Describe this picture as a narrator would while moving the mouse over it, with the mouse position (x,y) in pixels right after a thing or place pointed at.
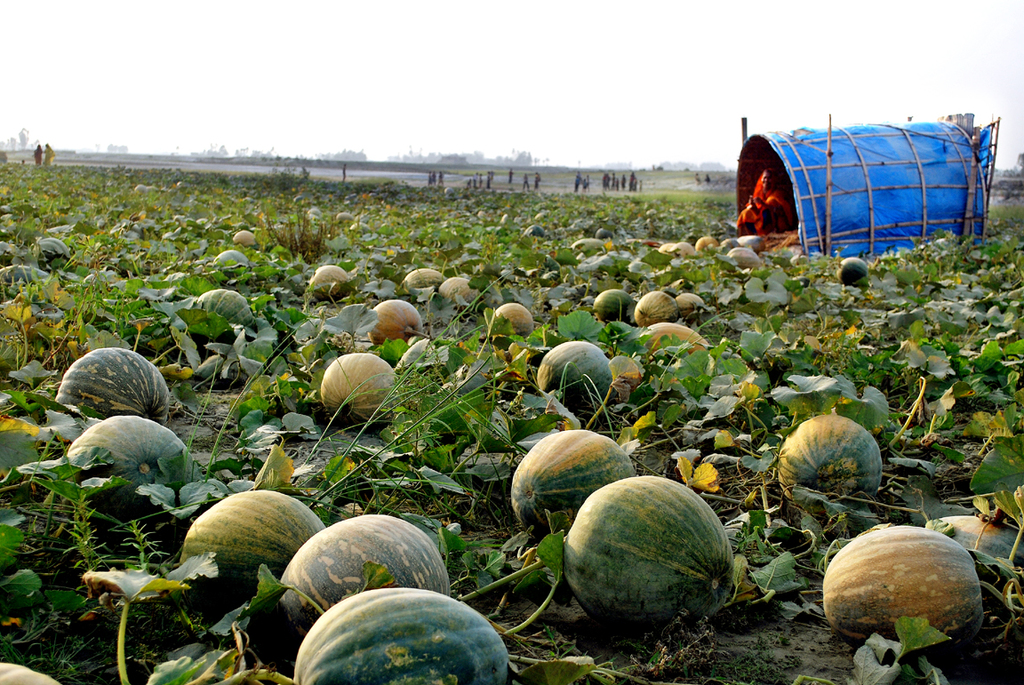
In this picture, we see the pumpkin field (530,423). On the right side (794,210), it looks like a wooden hut (894,243) which is covered with a blue color sheet (893,202). We see a woman (745,208) is sitting. We see the people (38,158) are standing. There are trees (713,168) in the background (411,154). At the top (642,88), we see the sky (580,92).
